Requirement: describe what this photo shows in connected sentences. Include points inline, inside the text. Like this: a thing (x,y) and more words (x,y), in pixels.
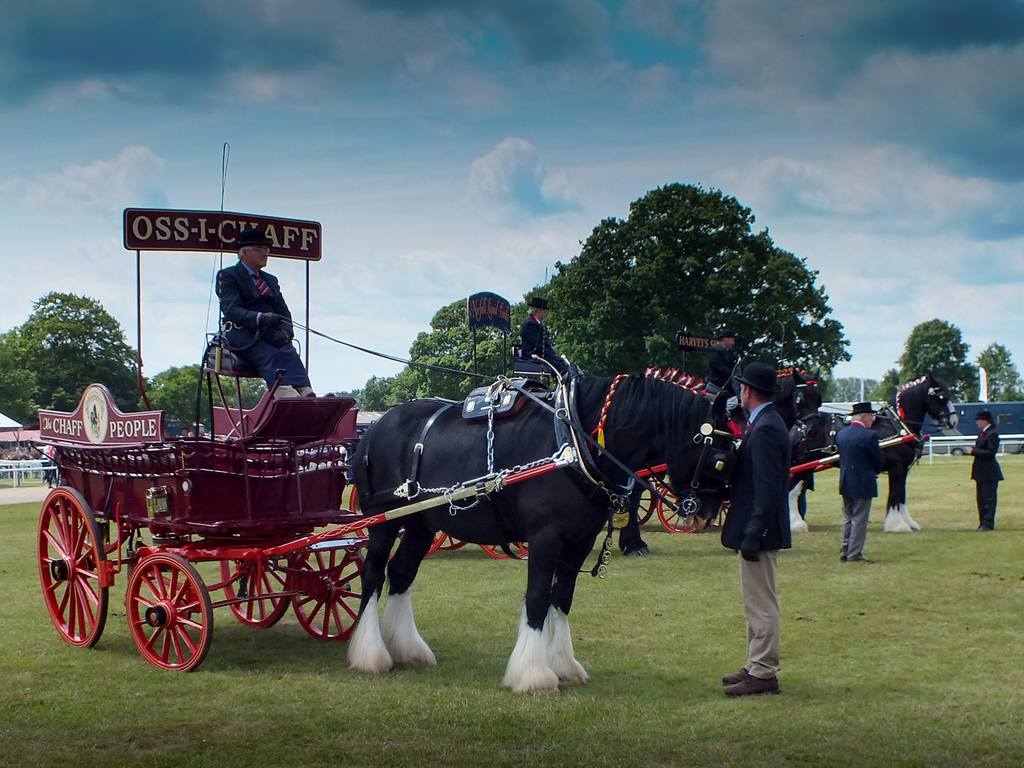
In the image I can see horse carts (519,473) on the ground (481,632). On these horse carts (311,429) I can see people (243,348) sitting. These horses (397,526) are black in color. In the background of the image (471,554) I can see the grass (463,551), fence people (987,490) are standing on the ground (712,695), the sky (447,177) and some other objects (624,279).
